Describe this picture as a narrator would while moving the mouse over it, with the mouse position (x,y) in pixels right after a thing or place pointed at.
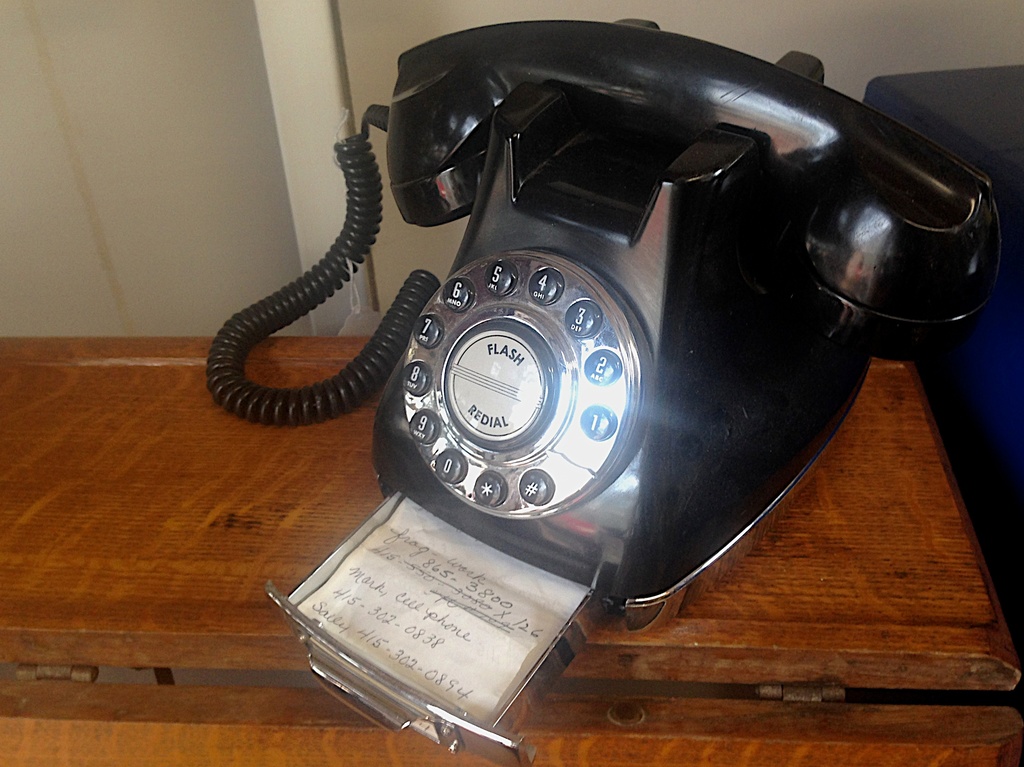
In this picture there is an old black telephone (653,481) placed on the wooden table top (116,597). Behind there is a yellow wall (377,27).
